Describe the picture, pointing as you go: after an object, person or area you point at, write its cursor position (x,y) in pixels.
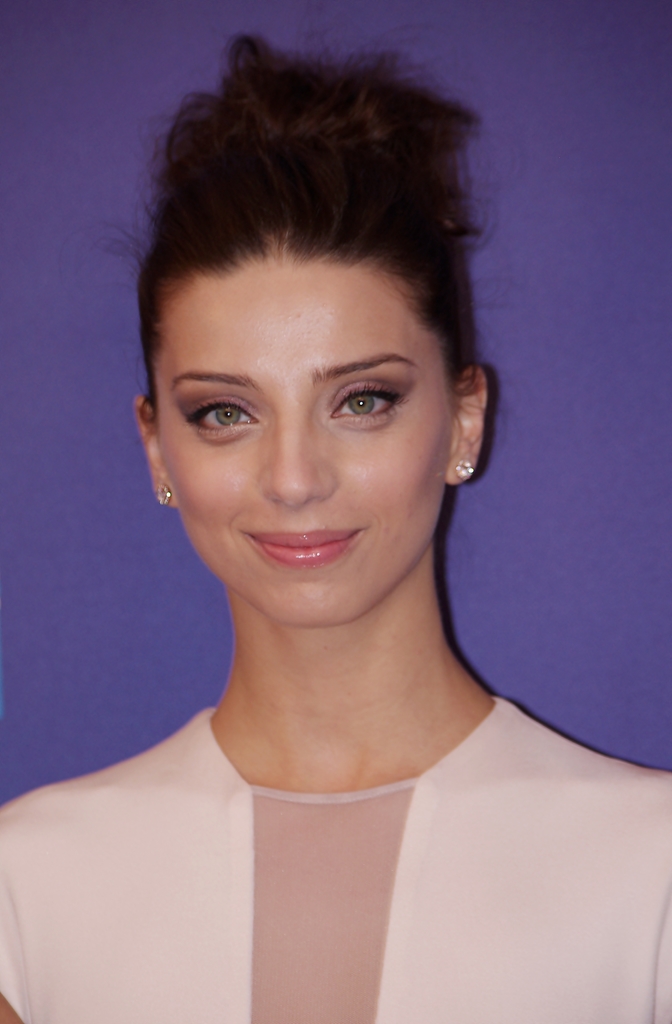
In this picture there is a lady (307,766) in the center of the image (279,436).
